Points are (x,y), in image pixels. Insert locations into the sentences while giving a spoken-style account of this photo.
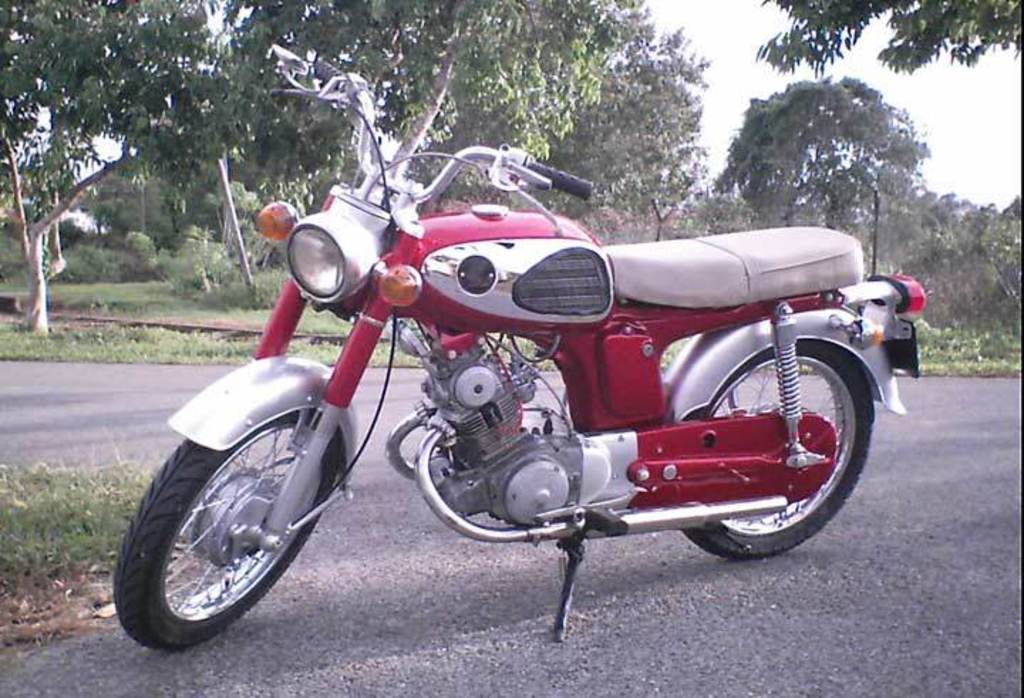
In this image I can see the motorbike (566,494) on the road (511,629). In the background (243,306) I can see many trees (578,198) and the sky (878,63).
